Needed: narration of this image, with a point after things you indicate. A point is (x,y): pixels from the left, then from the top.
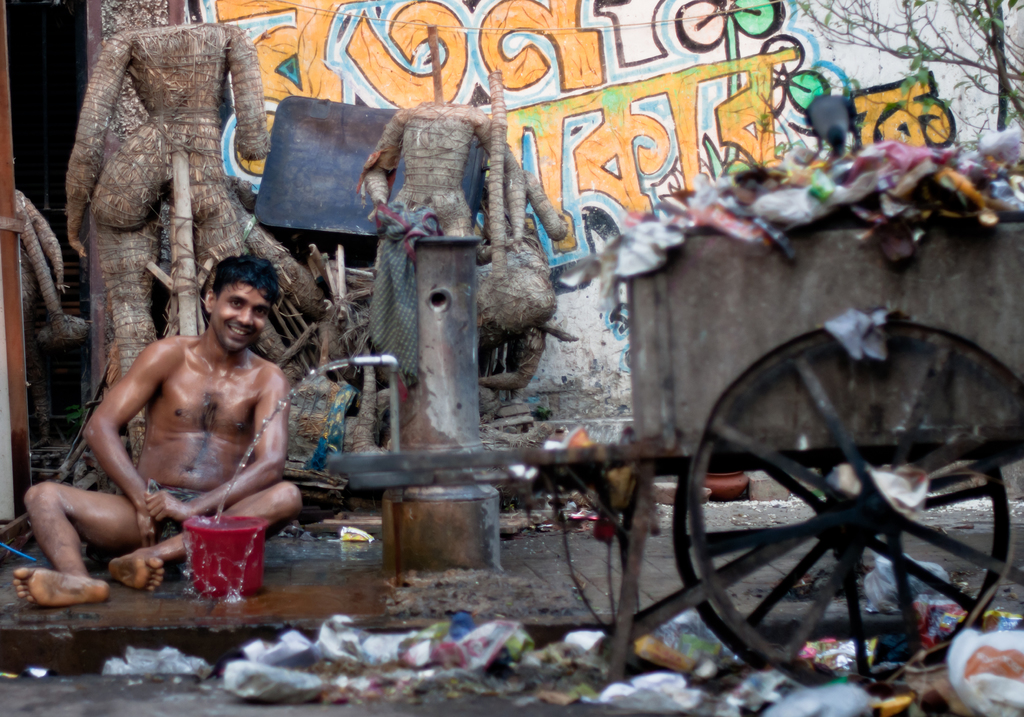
On the left side (171,351) a man (167,530) is doing bathing, this is the tap (463,324). On the right side (1009,272) there is a dustbin vehicle (868,484).
